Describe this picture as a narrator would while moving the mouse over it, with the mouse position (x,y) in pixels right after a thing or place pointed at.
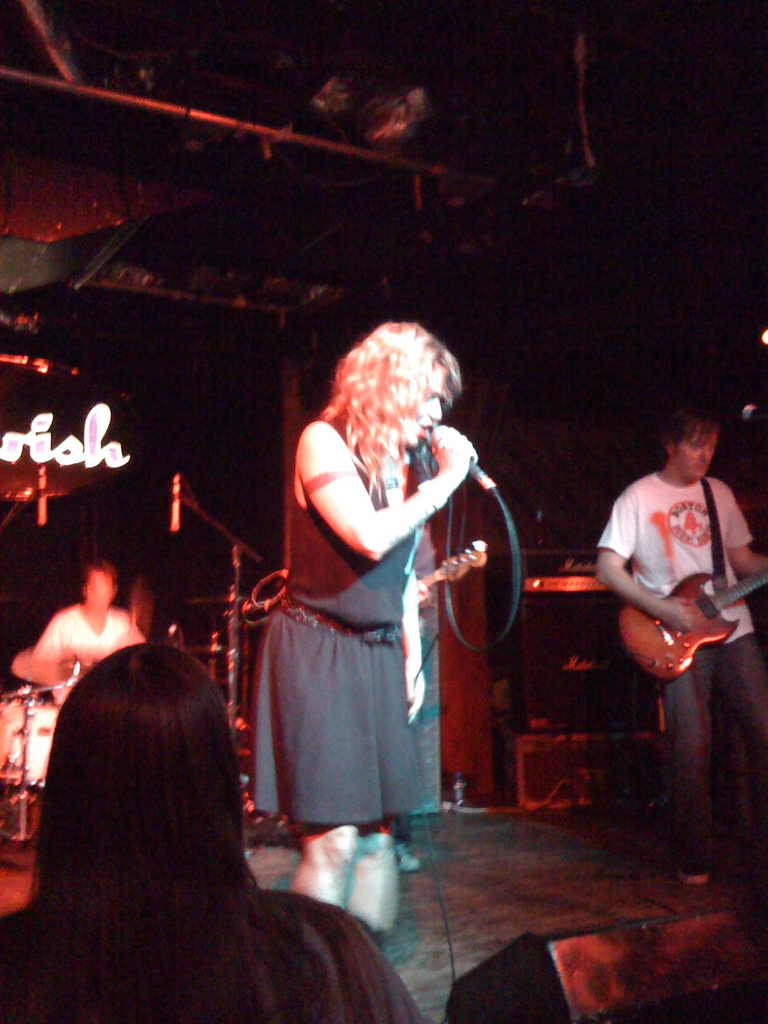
In this image i can see a woman (359,659) wearing a black dress (341,680) is standing and holding a microphone (442,452). In the background (667,542) i can see a person (631,531) wearing a white t shirt (678,528) is standing on the stage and holding guitar (630,627) in his hand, and another person (96,604) in front of the musical instruments (12,722), and i can see a microphone (176,530), a light board (81,478) and a woman (94,944) in this image.
